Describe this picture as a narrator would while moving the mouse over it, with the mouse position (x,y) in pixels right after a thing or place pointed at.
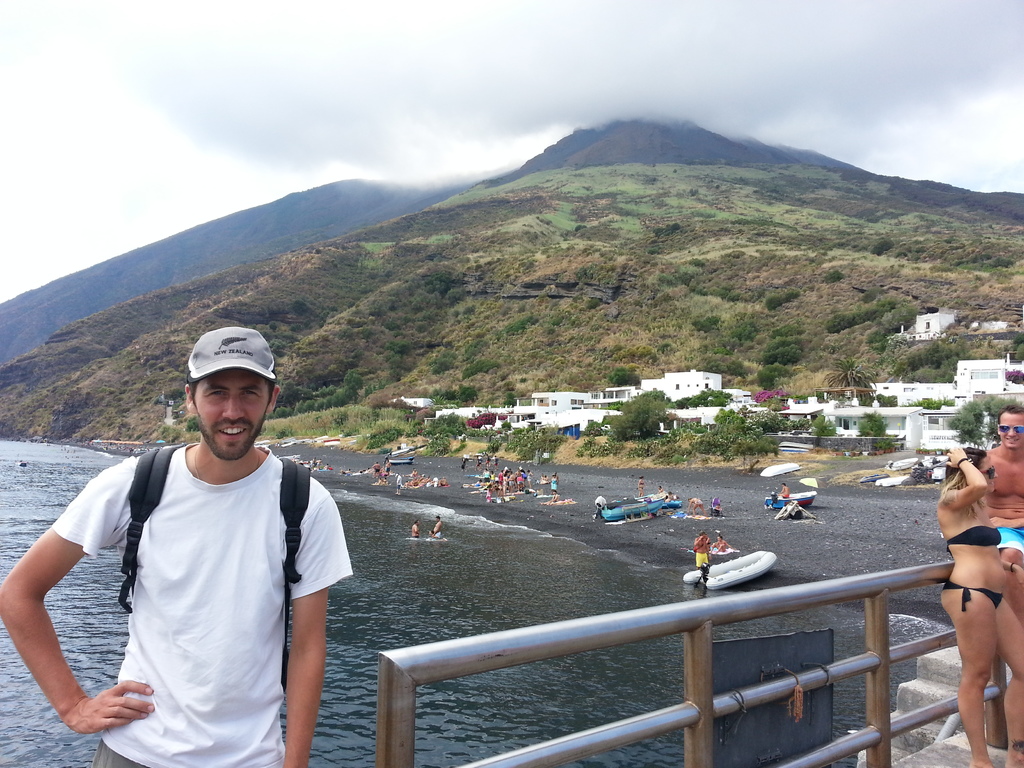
In the picture I can see a man (205,692) on the left side (323,578) is wearing a white color T-shirt (272,559) and there is a smile on his face (257,383). He is carrying a bag (288,466) on his back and there is a cap (234,360) on his head (241,378). I can see a woman (973,611) on the right side (965,529) is wearing a bikini (992,598). There is another man (1006,556) on the right side (1009,425) and he is smiling as well. I can see the water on the left side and I can see a few people (384,484) on the side of a beach (609,470). I can see a few ships (742,569) on the side of a beach (794,528). In the background (978,413), I can see the buildings (1017,397), trees (878,322) and mountains (455,196). There are clouds (457,160) in the sky (377,152).
